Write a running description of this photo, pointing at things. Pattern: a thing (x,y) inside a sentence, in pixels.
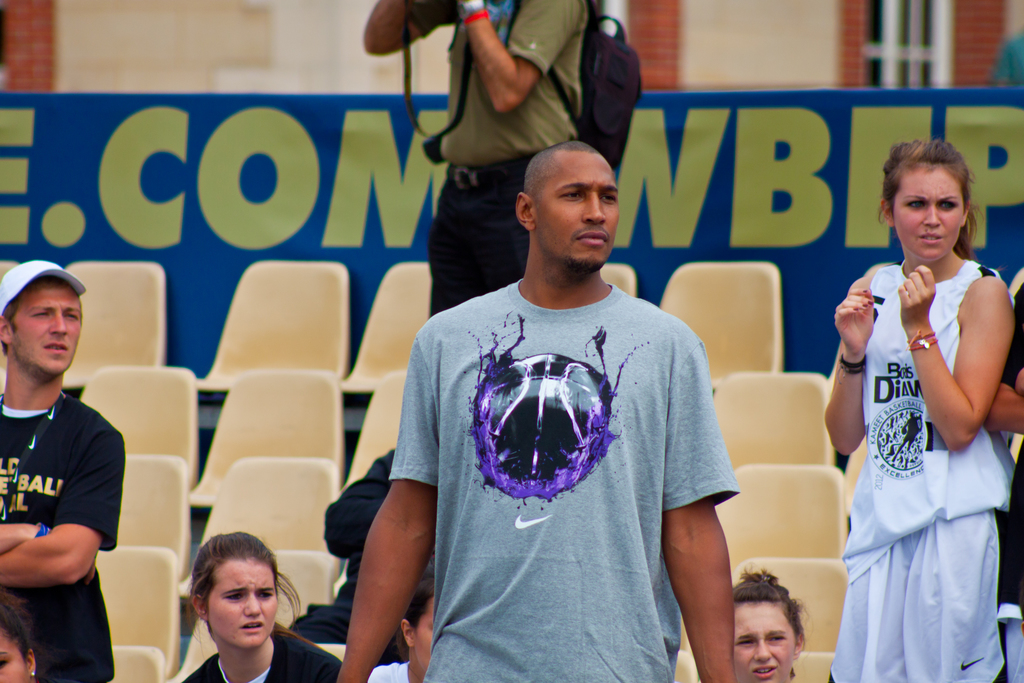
This image consists of many people (483,499). In the background (320,472), there are chairs (104,324) along with a banner (739,143). In the middle (504,236), there is a man (483,281) standing on the chair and holding a camera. To the left (78,498), there is a man (44,544) wearing a black T-shirt (54,622).
